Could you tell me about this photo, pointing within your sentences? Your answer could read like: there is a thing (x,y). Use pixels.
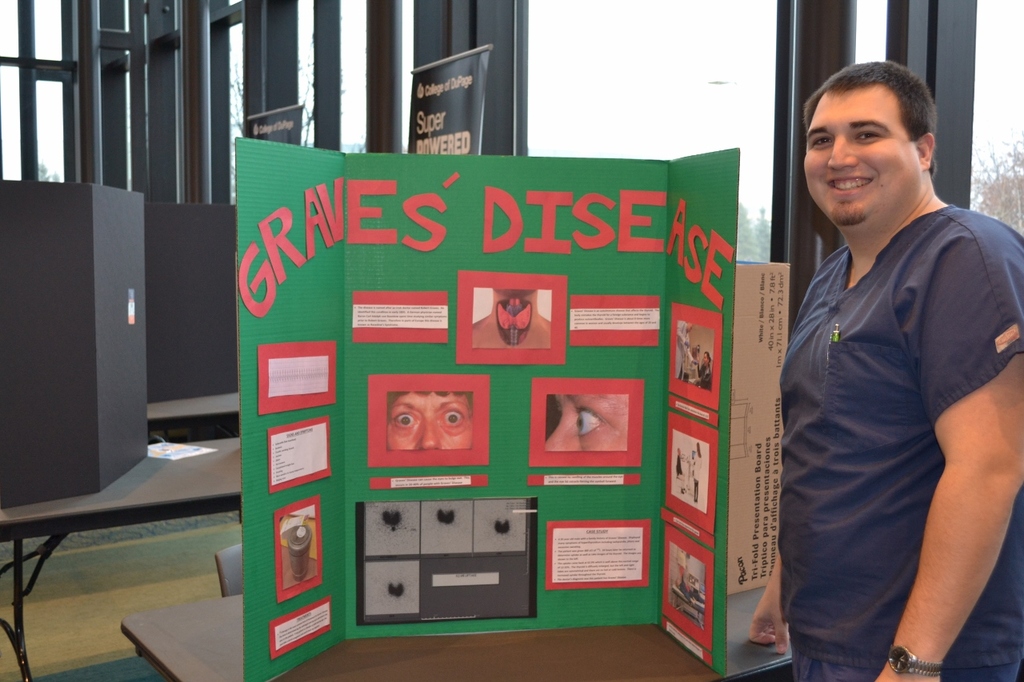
On the right (888,642) there is a man (910,287) who is wearing t-shirt (827,345), trouser (831,669) and watch (903,664). He is standing near to the table (447,664). On the table (606,668) we can see cardboard (719,344). On that we can see some photos (396,574) and papers (569,547) are attached to it. In the back (624,22) we can see window (595,101), doors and banners (447,108). On the top (663,51) there is a sky (675,39). Here we can see trees (1013,208). On the left (70,411) there is a board (70,420) which is kept on the table (51,511).
